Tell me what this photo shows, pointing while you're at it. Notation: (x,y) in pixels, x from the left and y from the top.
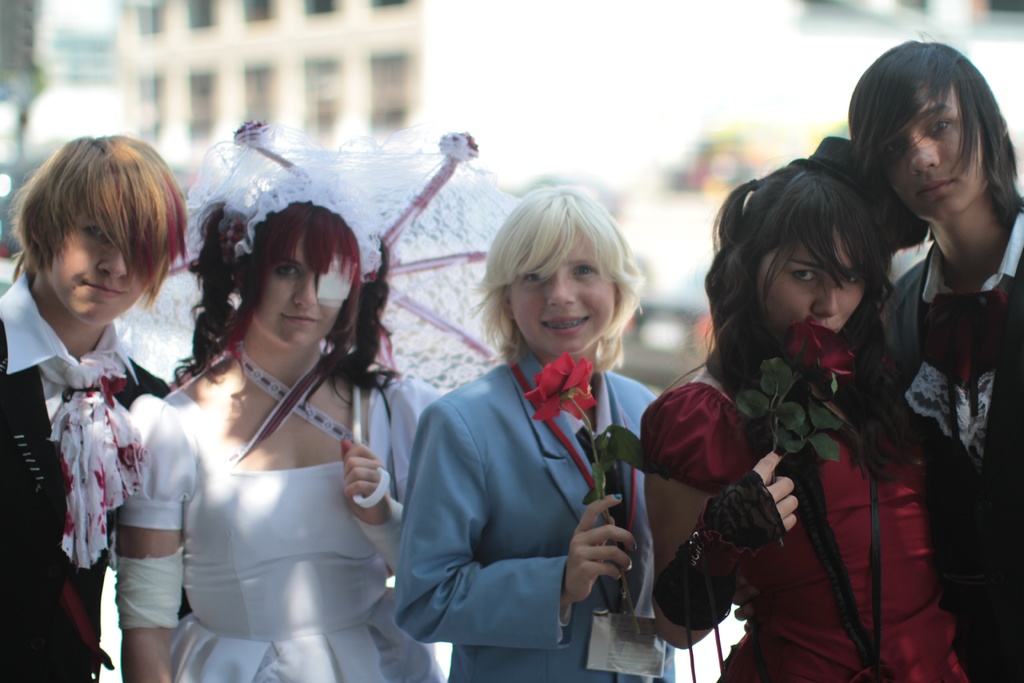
In this image I can see few people (515,495) standing. They are wearing different color dress (469,407). They are holding a umbrella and roses (613,434) Back I can see building (245,80).
